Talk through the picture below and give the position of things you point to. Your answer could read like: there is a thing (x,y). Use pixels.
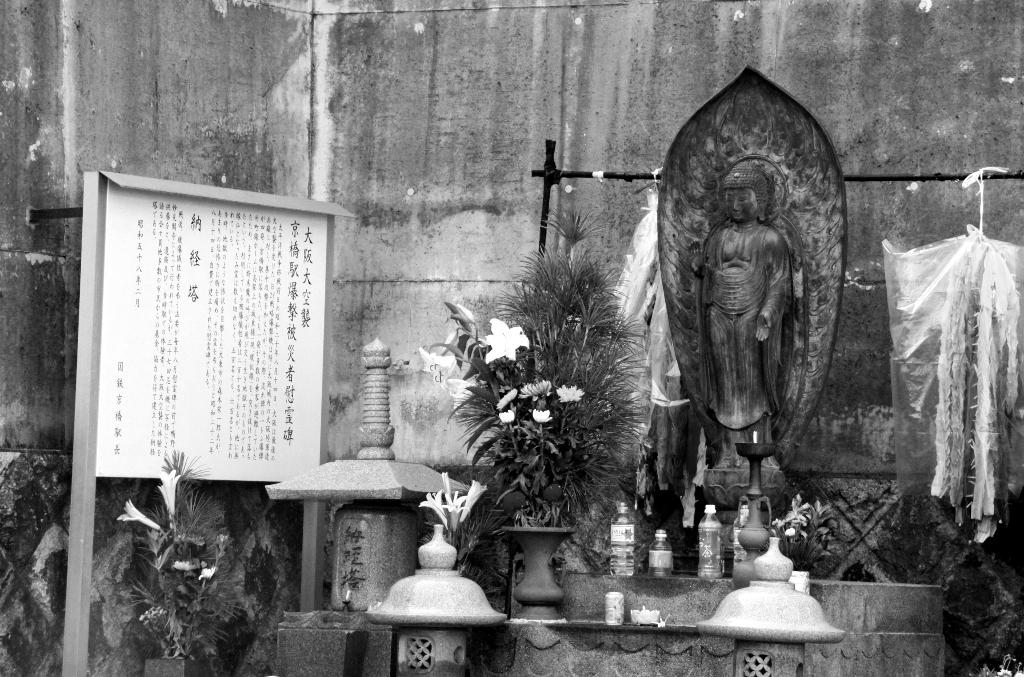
This picture shows a statue (710,319) and few bottles (714,551) and we see a plant (496,504) with flowers (211,568) and we see couple of polythene covers (904,301) hanging and we see a board (245,388) with some text (151,328) on it.
